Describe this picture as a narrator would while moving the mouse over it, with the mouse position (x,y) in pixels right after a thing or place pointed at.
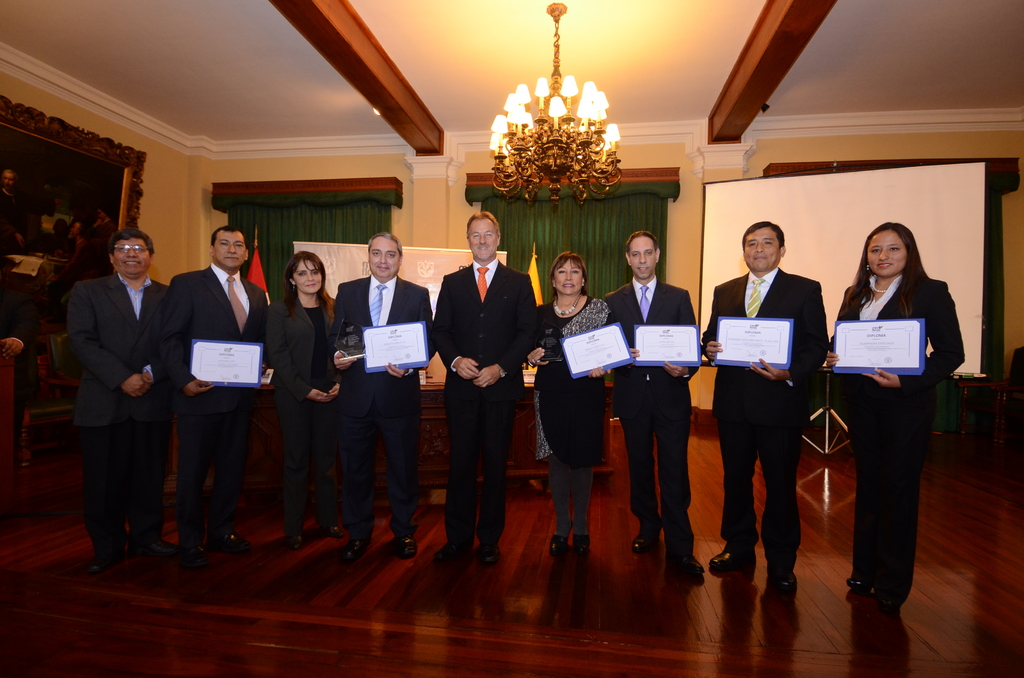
In this picture, we see six men (473,376) and three women (894,377) are standing. All of them are smiling and most of them are holding the certificates (609,365) in their hands (713,357). Behind them, we see a white board (796,230). Behind them, we see flags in yellow and red color. Beside that, we see a banner (339,264) or a board (349,250) in white color. In the background (526,245), we see the curtains (386,210) in green color. On the left side (152,185), we see a white wall (159,211) on which photo frame (81,222) is placed. At the top (415,142), we see the ceiling (410,110) of the room (375,90) and the chandelier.
